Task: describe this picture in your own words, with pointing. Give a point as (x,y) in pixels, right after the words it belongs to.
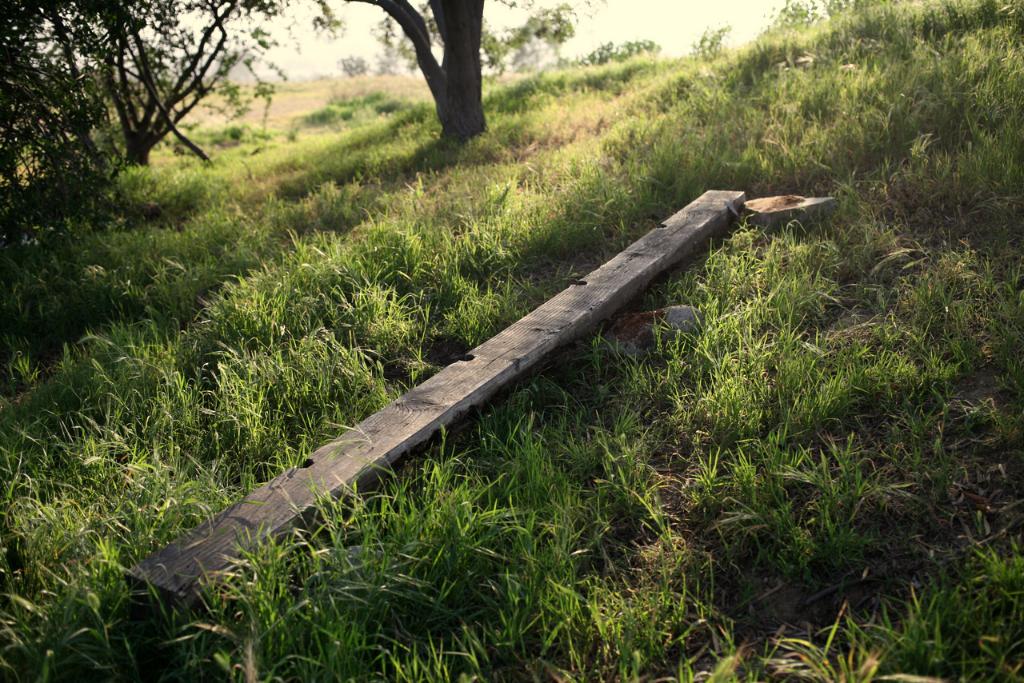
In this picture we can observe a wooden pole (543,335) on the ground (127,552). There is some grass (326,292) on the ground (359,225). In the background (49,91) we can observe trees (454,47) and plants (45,120).
